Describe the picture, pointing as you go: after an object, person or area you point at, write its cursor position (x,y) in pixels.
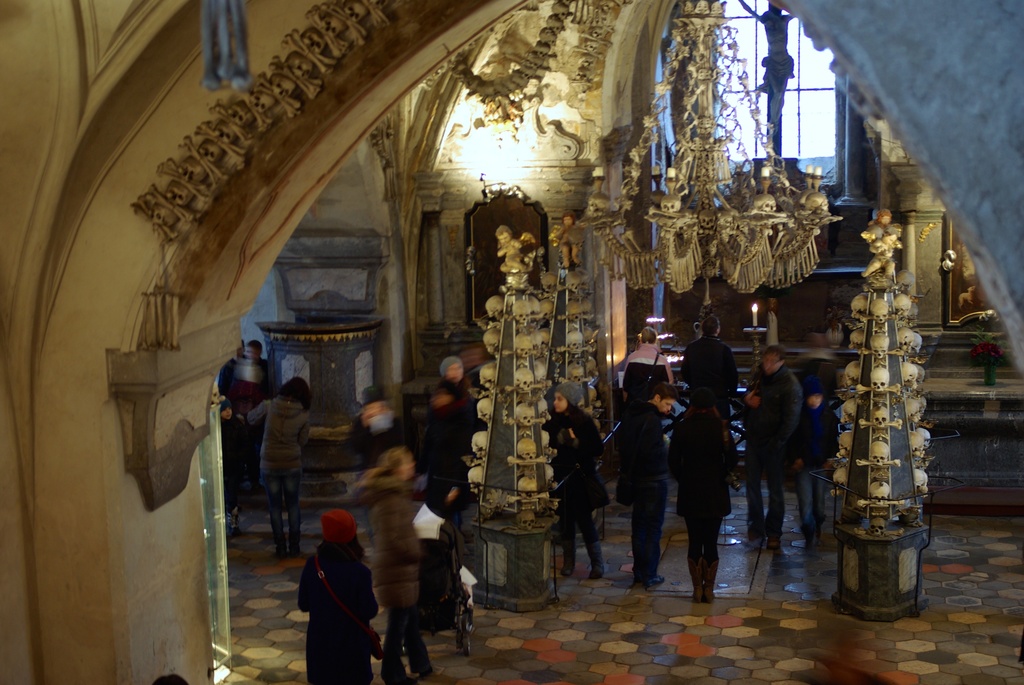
In this picture I can observe some people (659,423) standing on the floor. There are men (776,377) and women (370,473) in this picture. I can observe chandelier (706,102) on the right side (687,255). In the background (829,112) there is a window (821,96).
